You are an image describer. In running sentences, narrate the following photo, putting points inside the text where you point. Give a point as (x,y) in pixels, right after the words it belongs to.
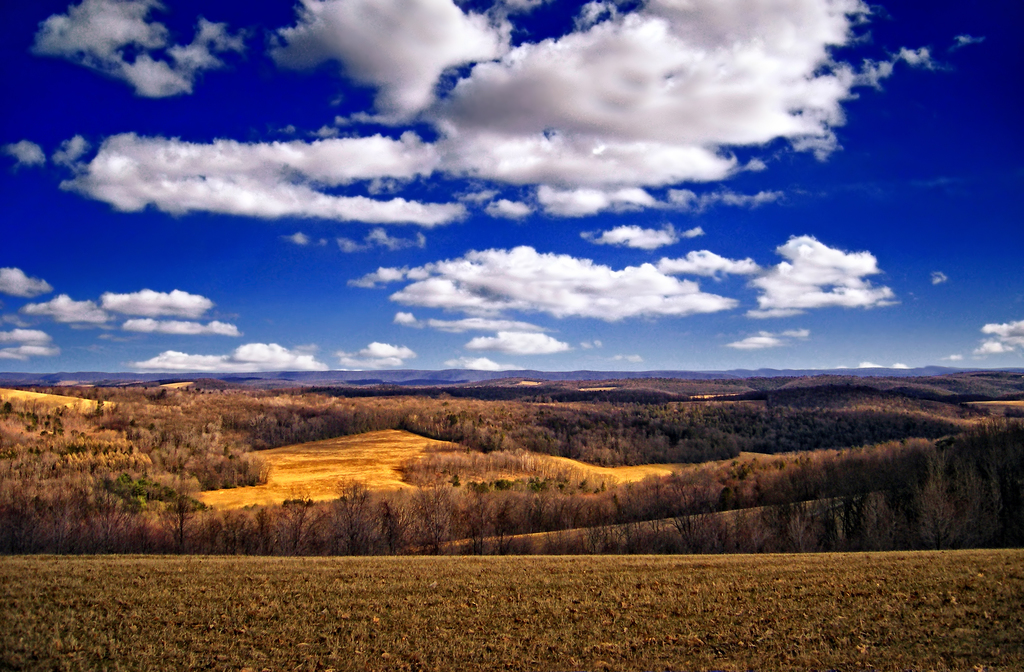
In this image we can see many trees (272,436) and plants (613,518). There is a blue and a slightly cloudy sky (585,211) in the image.
